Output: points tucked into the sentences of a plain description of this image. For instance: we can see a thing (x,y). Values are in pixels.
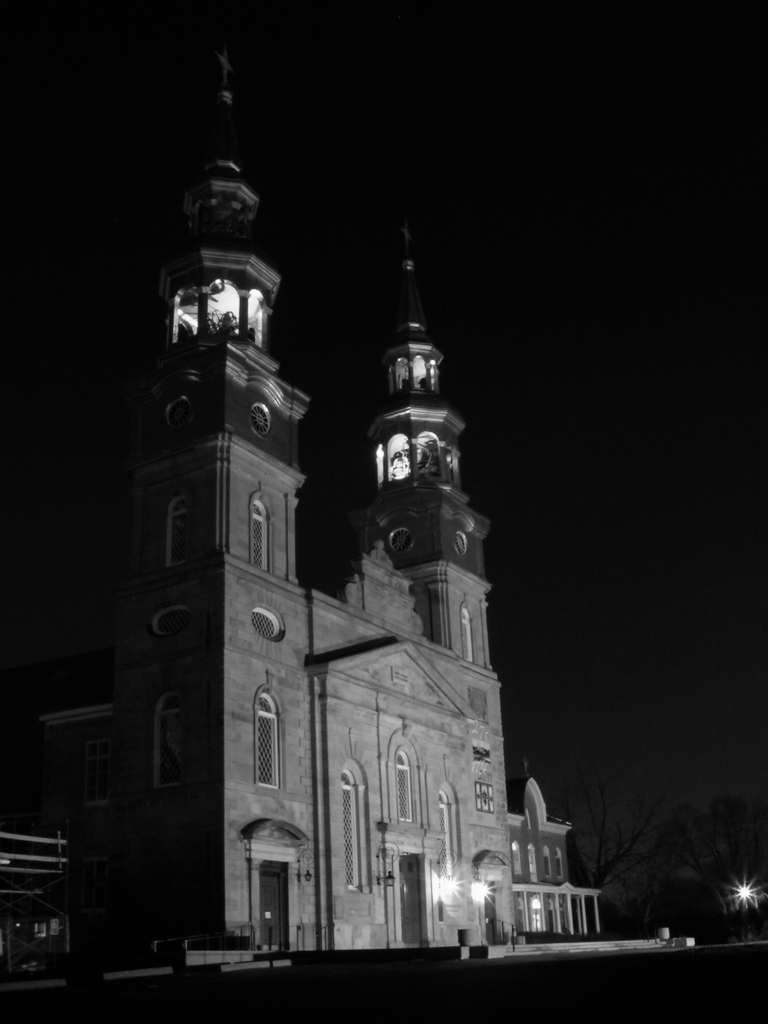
In the foreground (467,603) I can see a building (330,842), lights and the sky (713,692). This image is taken may be during night.
